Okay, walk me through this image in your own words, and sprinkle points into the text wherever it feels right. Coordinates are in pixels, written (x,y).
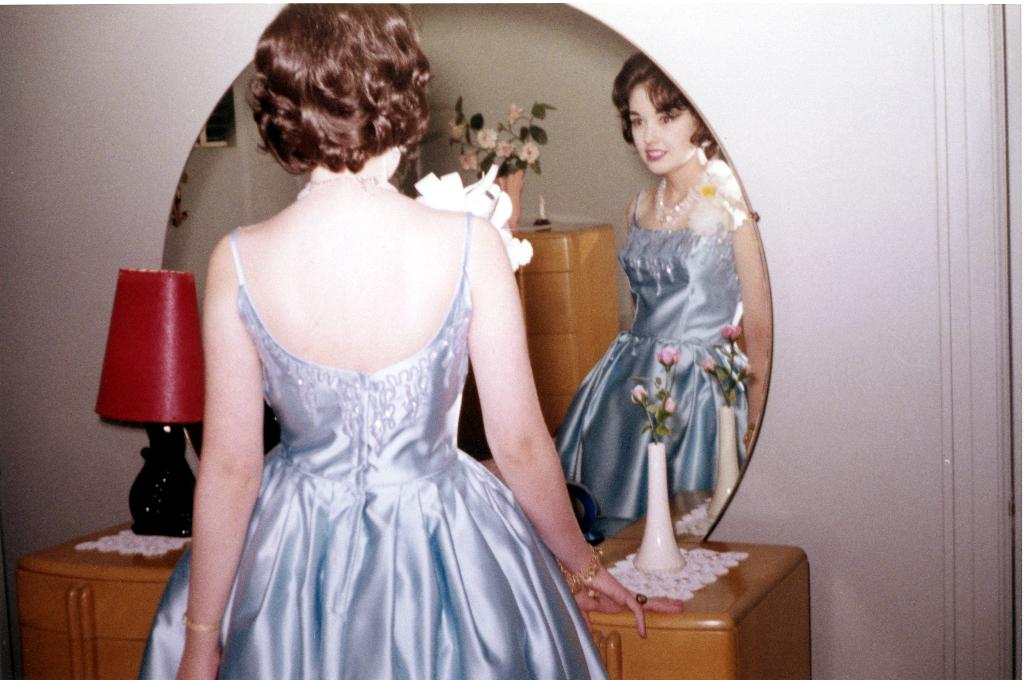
In this image there is a girl (336,558), in front of her there is a dressing table (738,568), on that there is a mirror (593,57) in that mirror (188,221) she is reflecting, in the background (230,4) there is a wall (883,314).
